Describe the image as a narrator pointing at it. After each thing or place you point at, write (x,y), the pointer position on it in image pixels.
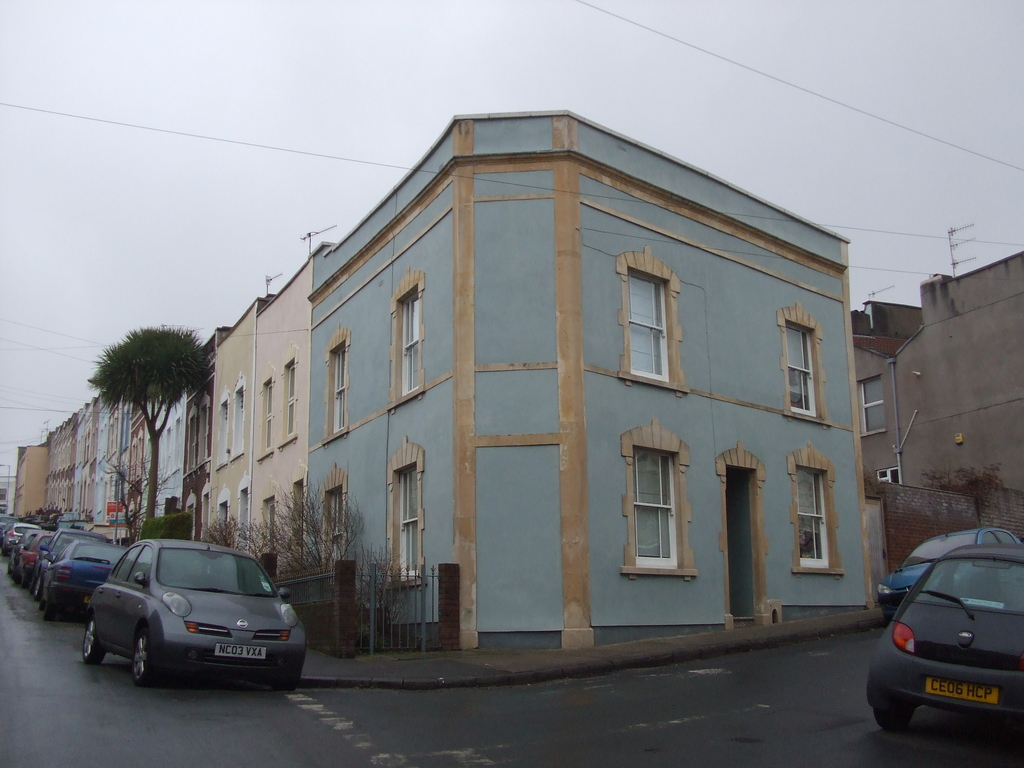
In this image we can see the buildings (445,463) and there are vehicles (162,656) parked on the road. We can see there are trees (124,377) and sky (402,110) in the background (441,114).
